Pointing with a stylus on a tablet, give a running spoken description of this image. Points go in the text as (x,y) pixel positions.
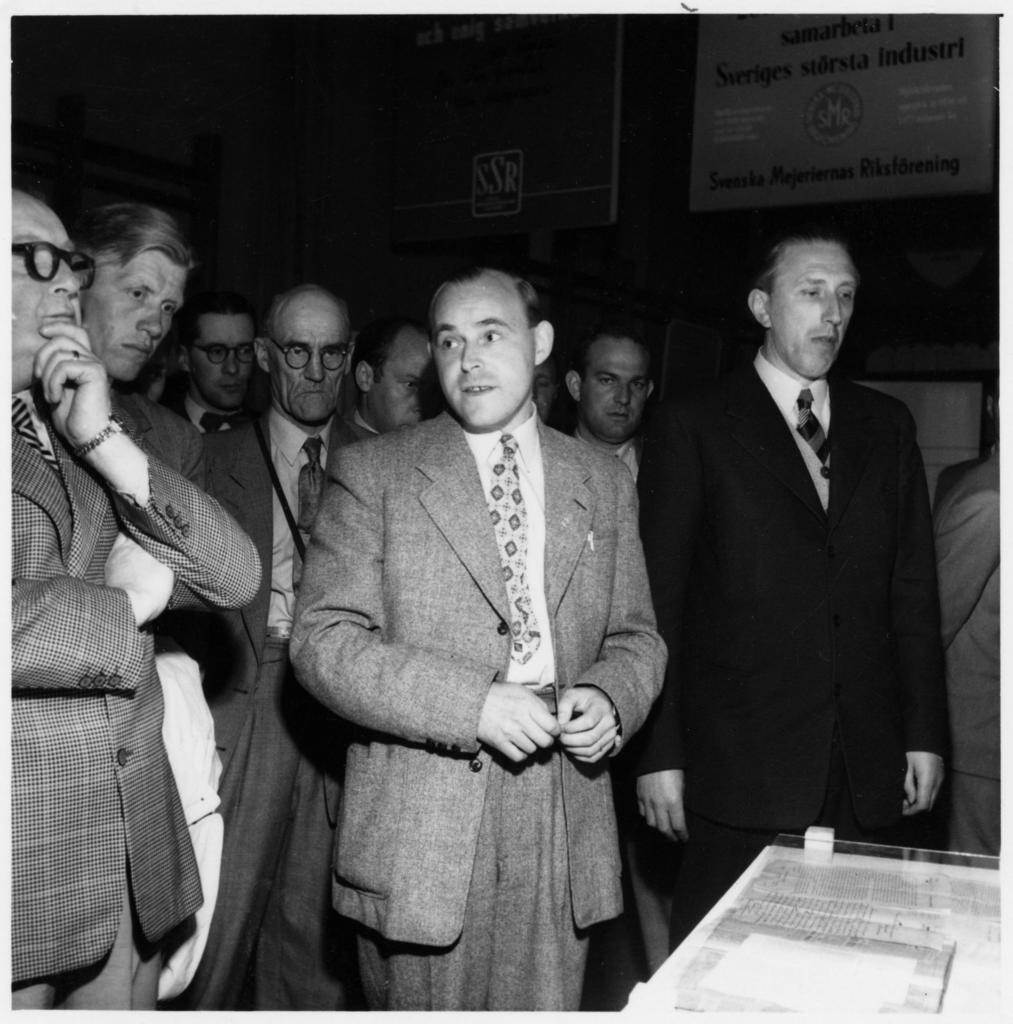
In the image in the center (599,617) we can see few people (485,590) were standing. In front of them, there is a table (814,1006). On the table (853,994), there is a paper (848,945). in the background (42,155) we can see banners (733,162), wall (162,145) and few other objects (113,189).
